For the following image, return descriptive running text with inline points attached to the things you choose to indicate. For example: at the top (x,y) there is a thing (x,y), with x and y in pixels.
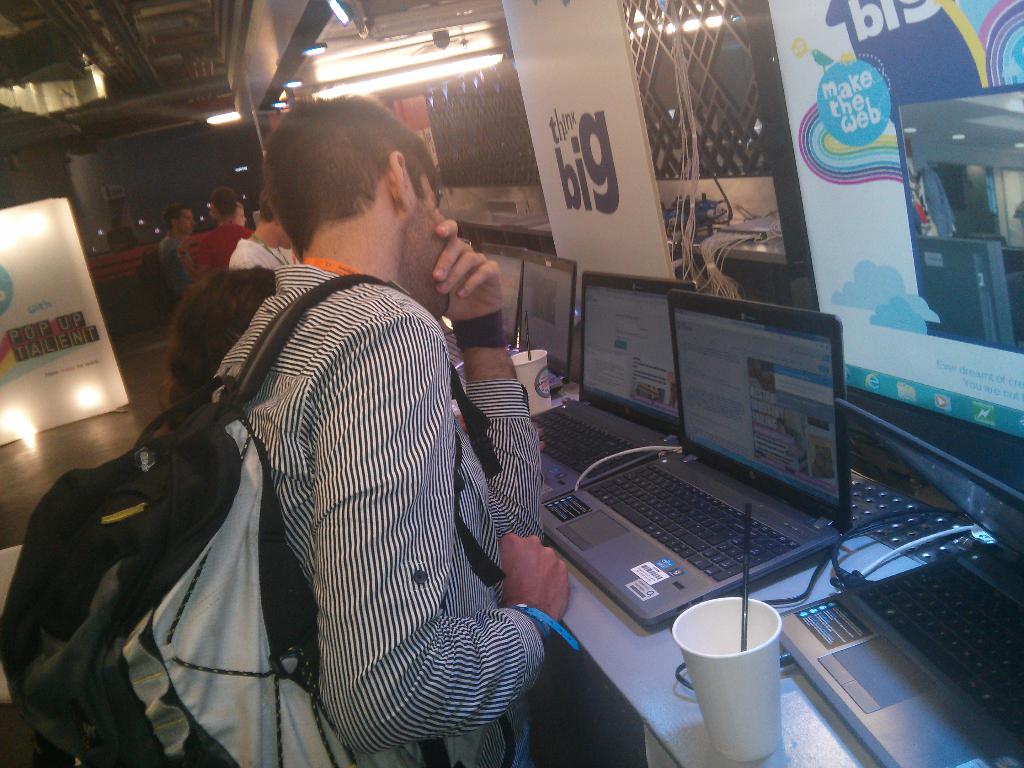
In this image we can see many people (241,361) in the image. There are few people (312,563) are standing near the desk (797,570). A person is wearing a backpack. There are many laptops (602,441) on the desk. There are many objects (760,221) on the table (741,240). There are many cables (716,265) in the image. There are advertising boards (49,368) and lights (327,59) in the image.
